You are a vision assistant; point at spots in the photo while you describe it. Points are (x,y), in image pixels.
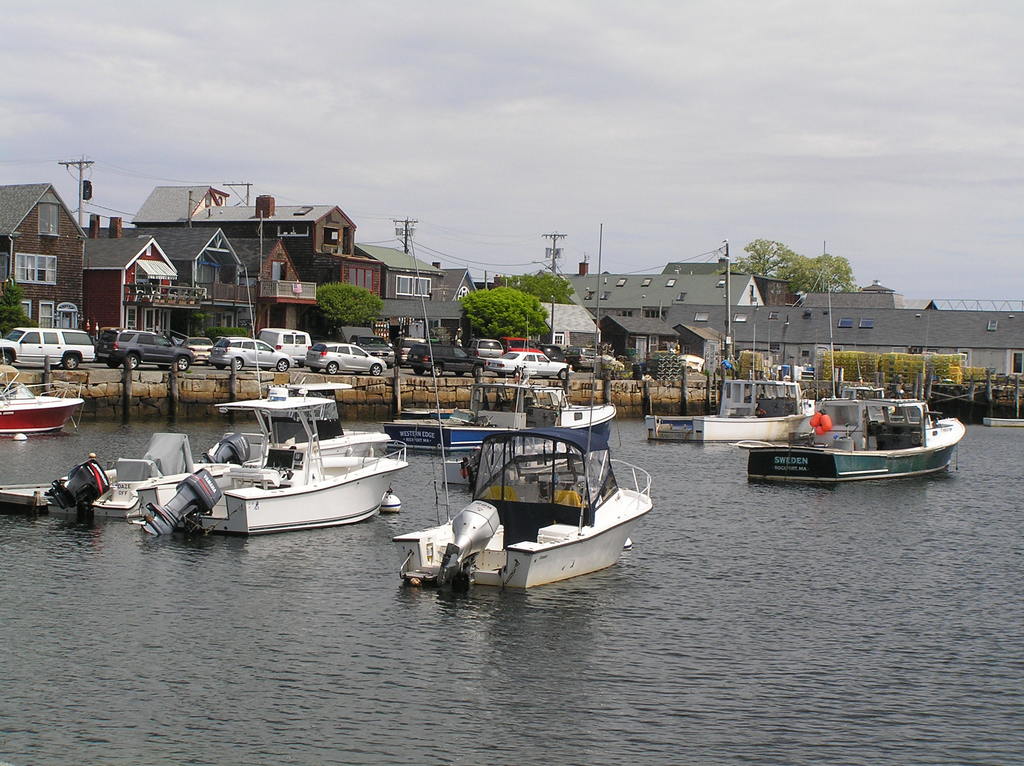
In the image there are boats (312,518) in the lake (688,509) and in the back (700,320) there are buildings (286,311) all over the land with few cars (279,333) in front of it and above its sky (589,81) with clouds (375,91).
